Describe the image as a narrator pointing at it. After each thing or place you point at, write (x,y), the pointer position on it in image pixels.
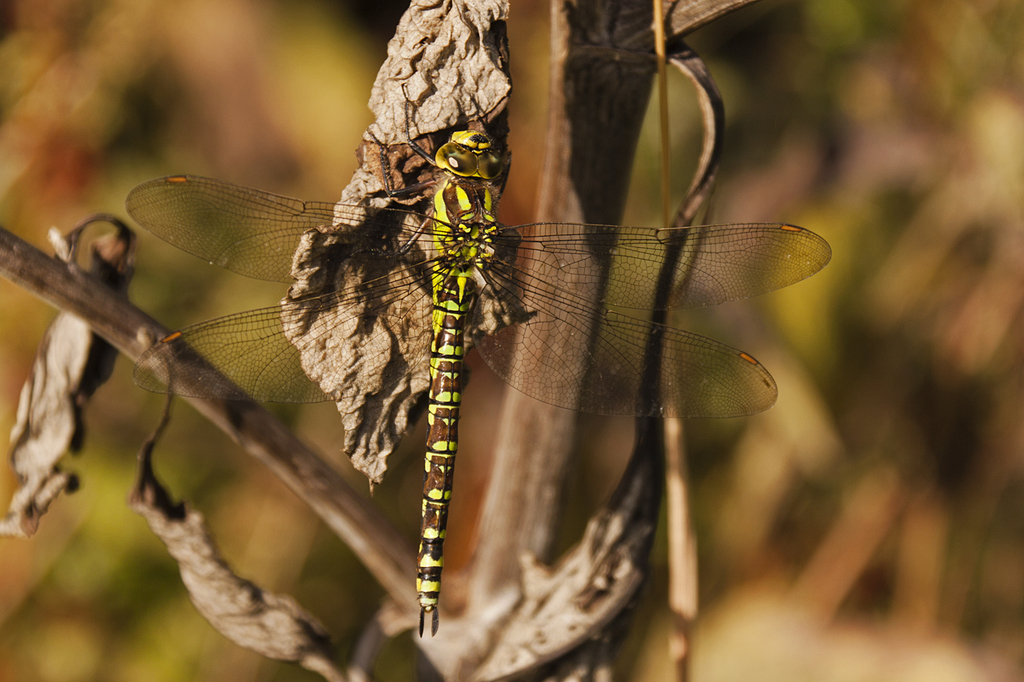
In this picture I can observe dragonfly (394,327) on the dried leaf (390,436). This dragonfly (435,352) is in yellow and brown color. The background is completely blurred.
